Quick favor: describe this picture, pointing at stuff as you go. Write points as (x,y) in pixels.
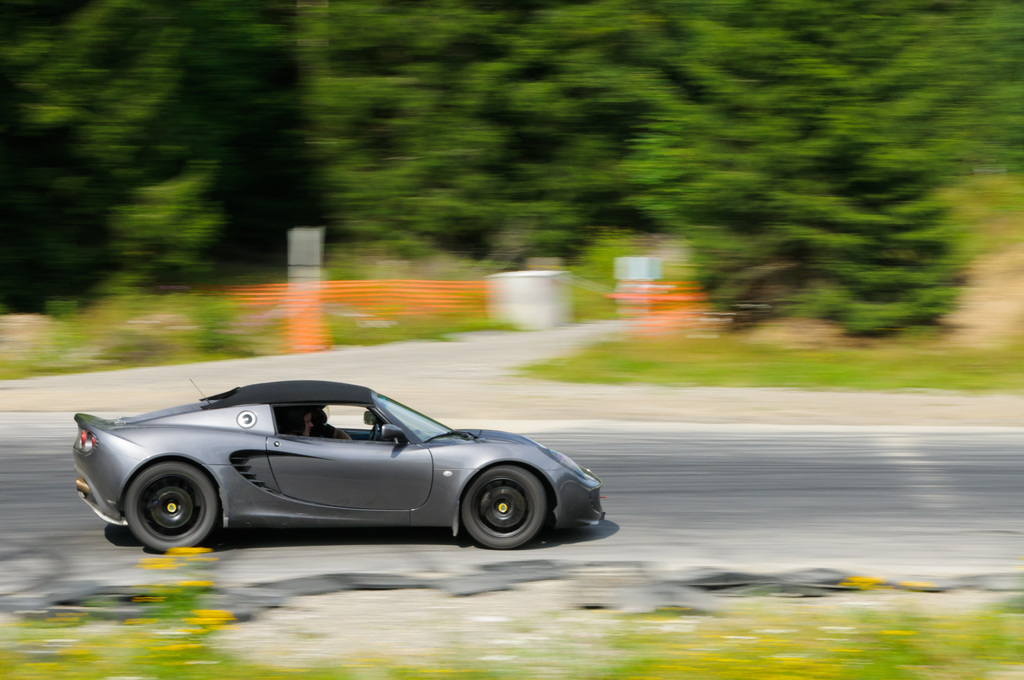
In this image I can see a car (458,483) on the road (854,478). There are trees (614,192) at the back (348,190). The background (627,189) and foreground of the image (392,668) is blurred.
